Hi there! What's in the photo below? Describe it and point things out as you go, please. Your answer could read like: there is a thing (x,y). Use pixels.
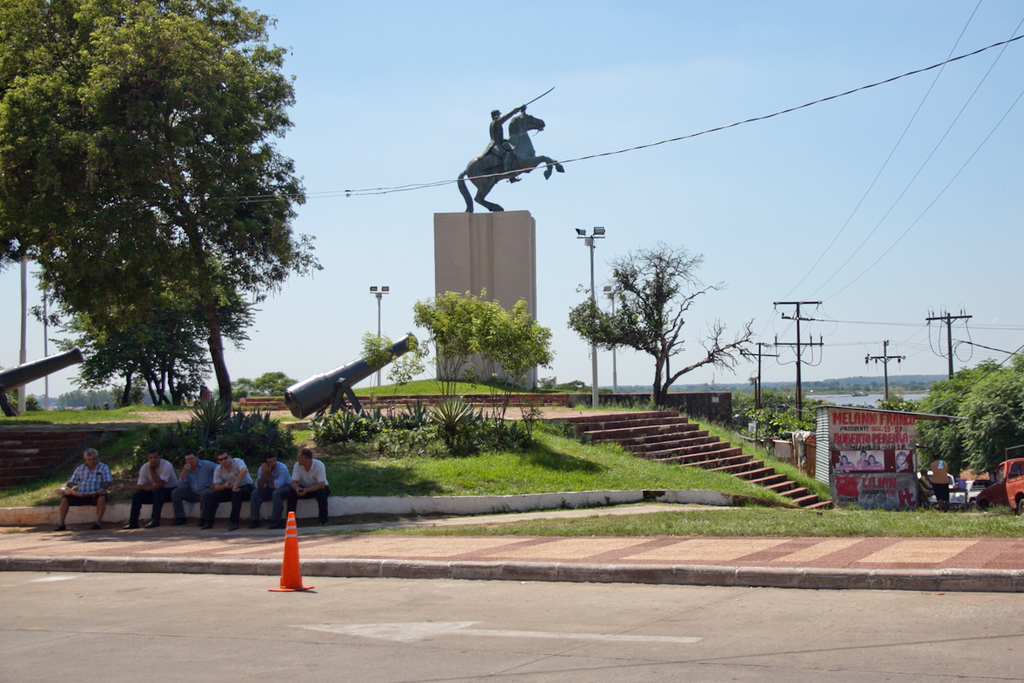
In this image I see the road (439,604), footpath (419,544) and I see 6 men (324,491) who are sitting and I see the green grass (293,441), plants (515,447), 2 cannons (322,412) and the steps (745,458) over here. In the background (504,345) I see the statue (498,164) of a horse (515,148) and a man (502,119) sitting on it and I see the poles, wires (987,328), trees (1009,434), few cars (1018,467) over here and I see pictures (853,460) of persons (873,455) and something is written over here and I see the sky (568,222).
